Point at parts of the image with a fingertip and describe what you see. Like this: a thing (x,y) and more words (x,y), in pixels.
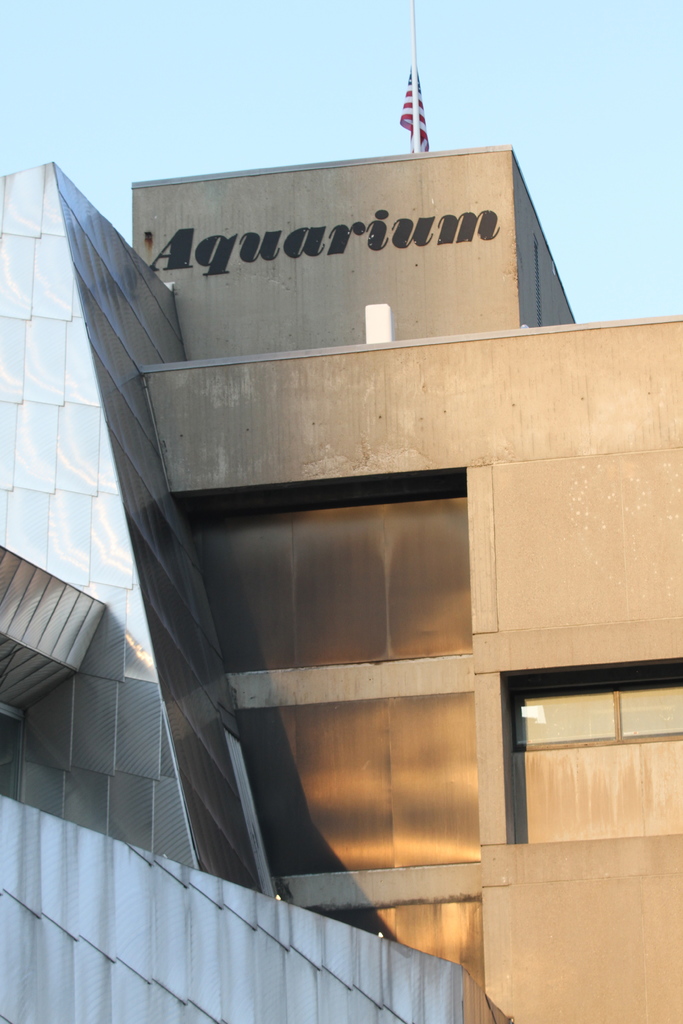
There is one flag (411,118) present on a building (182,550) as we can see in the middle of this image (390,410). There is a sky (212,83) in the background (450,89).
